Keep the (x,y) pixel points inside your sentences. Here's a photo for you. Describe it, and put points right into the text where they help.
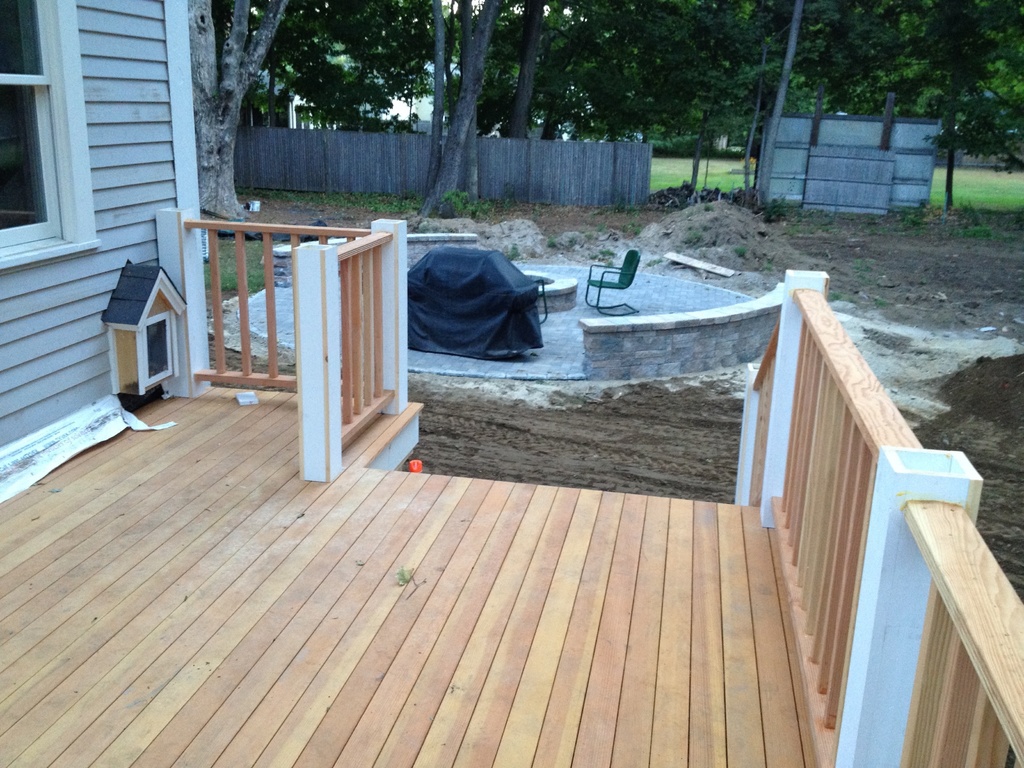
In the background (670,137) we can see the trees (885,27), grass (966,181), fence (536,187), board (866,141). On the left side (151,33) we can see a wooden house (66,99). We can see a chair (620,283), tree trunks (205,2), few objects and a black cloth (511,269) on an object (519,281). On the ground (720,213) we can see the few objects (984,330).
